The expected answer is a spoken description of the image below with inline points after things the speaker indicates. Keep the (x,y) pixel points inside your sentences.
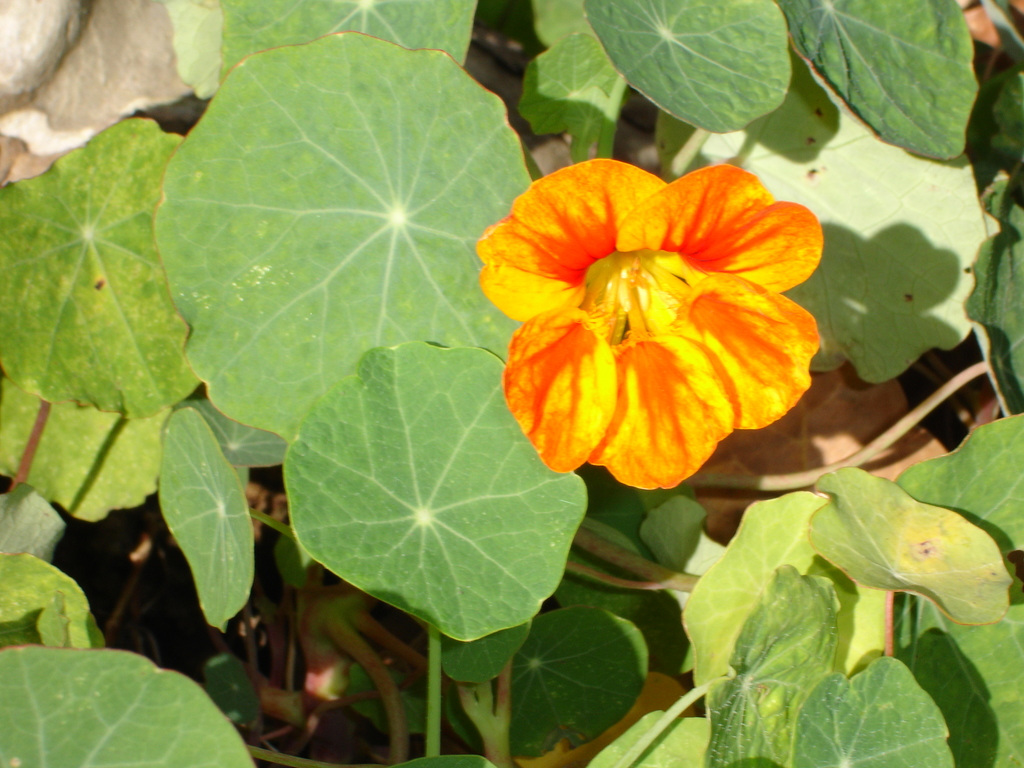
In this image we can see a flower (629,234) and leaves (306,344).
